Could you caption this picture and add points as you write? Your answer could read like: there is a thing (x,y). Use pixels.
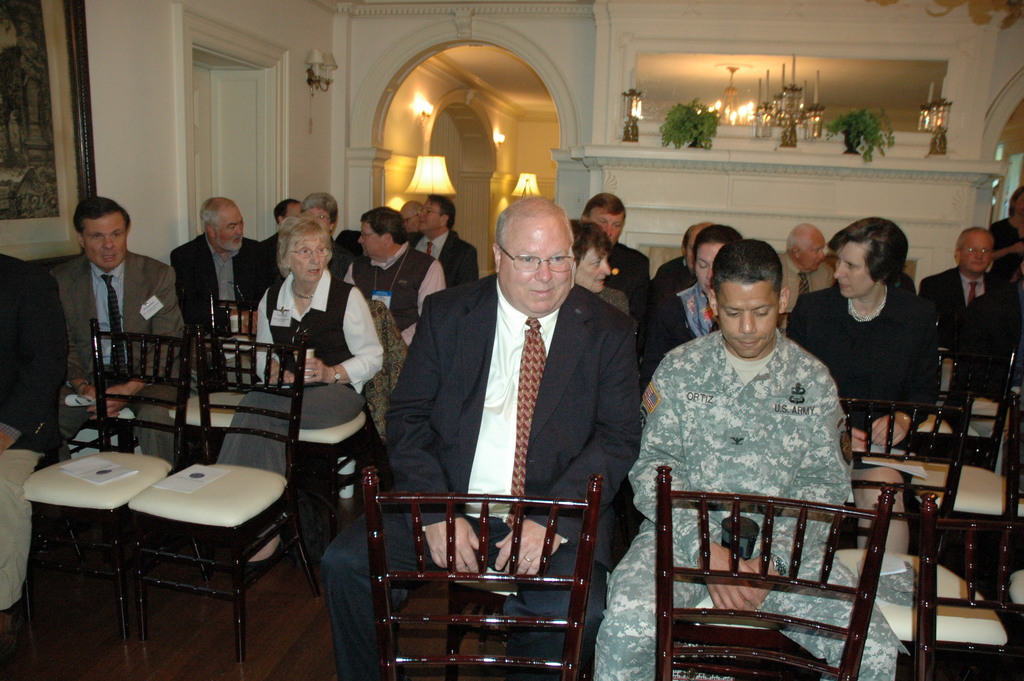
in a building (833,165) people (413,354) are seated on the chairs (743,493). the person (622,474) at the front (570,387) is wearing a black suit (560,431). the person (750,405) right to him is wearing a army uniform (791,554). behind them there is a white wall (561,143) which has 2 openings (439,77) at the left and right. in the center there are lamps (792,138) and plants (687,132). at the left (127,93) there is a white wall (110,36) which has a white door (230,182) and a photo frame (69,164). at the back (429,174) there are yellow lamps (531,186).
